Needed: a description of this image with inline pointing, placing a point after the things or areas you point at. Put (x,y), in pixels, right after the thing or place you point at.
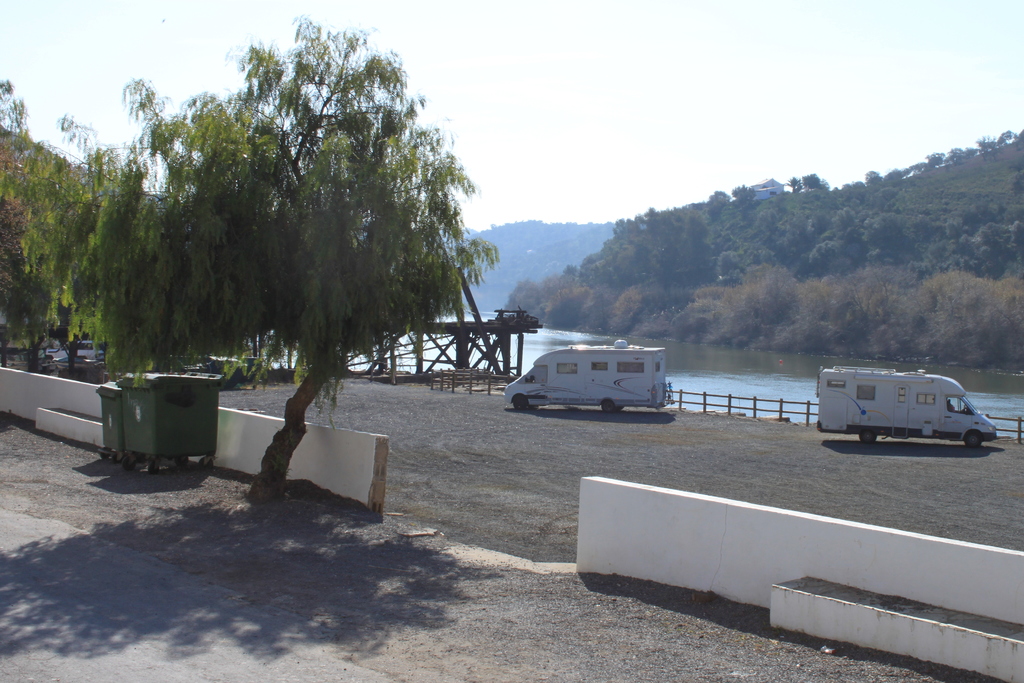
In the center of the image (600,381) there are trees (136,225), vehicles (891,421). There is a wooden fencing (464,368). There are trash boxes (144,385). In the background of the image (653,228) there are trees (617,226), house (768,192). At the top of the image (716,108) there is sky (580,110). There is water (762,367). At the bottom of the image (275,595) there is road (161,574).
